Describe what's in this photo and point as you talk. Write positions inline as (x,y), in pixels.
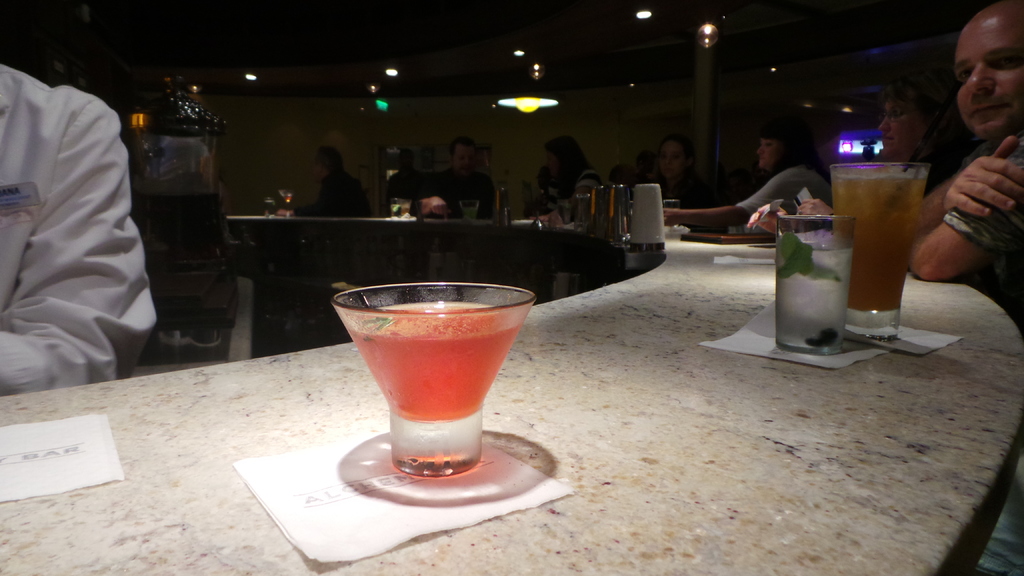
In this image I can see few people (968,204) around. I can see glasses (446,430), tissues (389,498) and some objects (652,201) on the table (727,426). Back Side I can see wall (286,111) and lights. We can see pillar (709,71).
